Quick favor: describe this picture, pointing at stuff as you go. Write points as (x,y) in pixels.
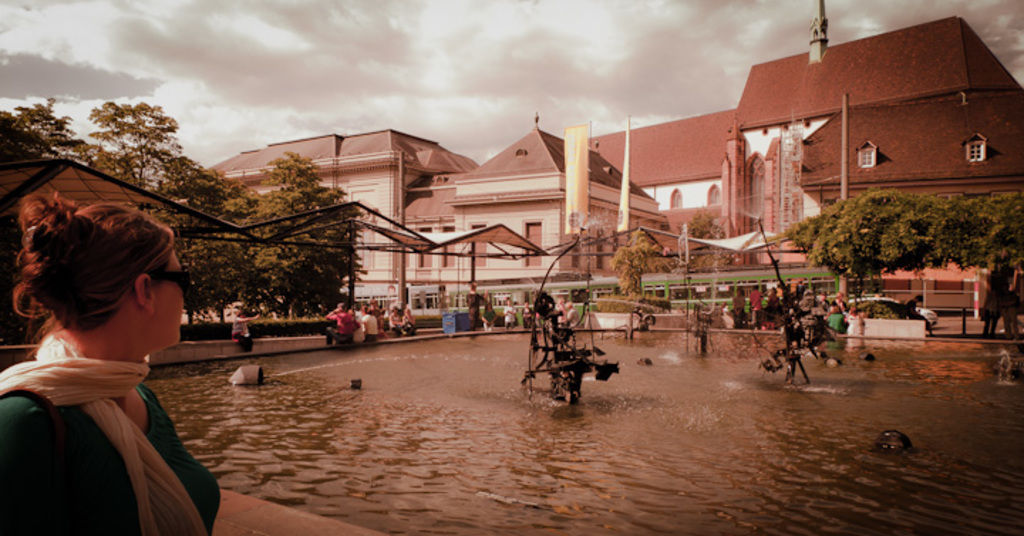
In this image in the front (154,423) there is a person (98,418). In the center (634,356) there is water (730,425) and in the water (709,384) there are objects (777,356) which are black in colour. In the background (475,316) there are persons (564,311) sitting and standing, there are trees (295,293), buildings (444,214) and there are cars (892,301) and the sky (419,48) is cloudy.
